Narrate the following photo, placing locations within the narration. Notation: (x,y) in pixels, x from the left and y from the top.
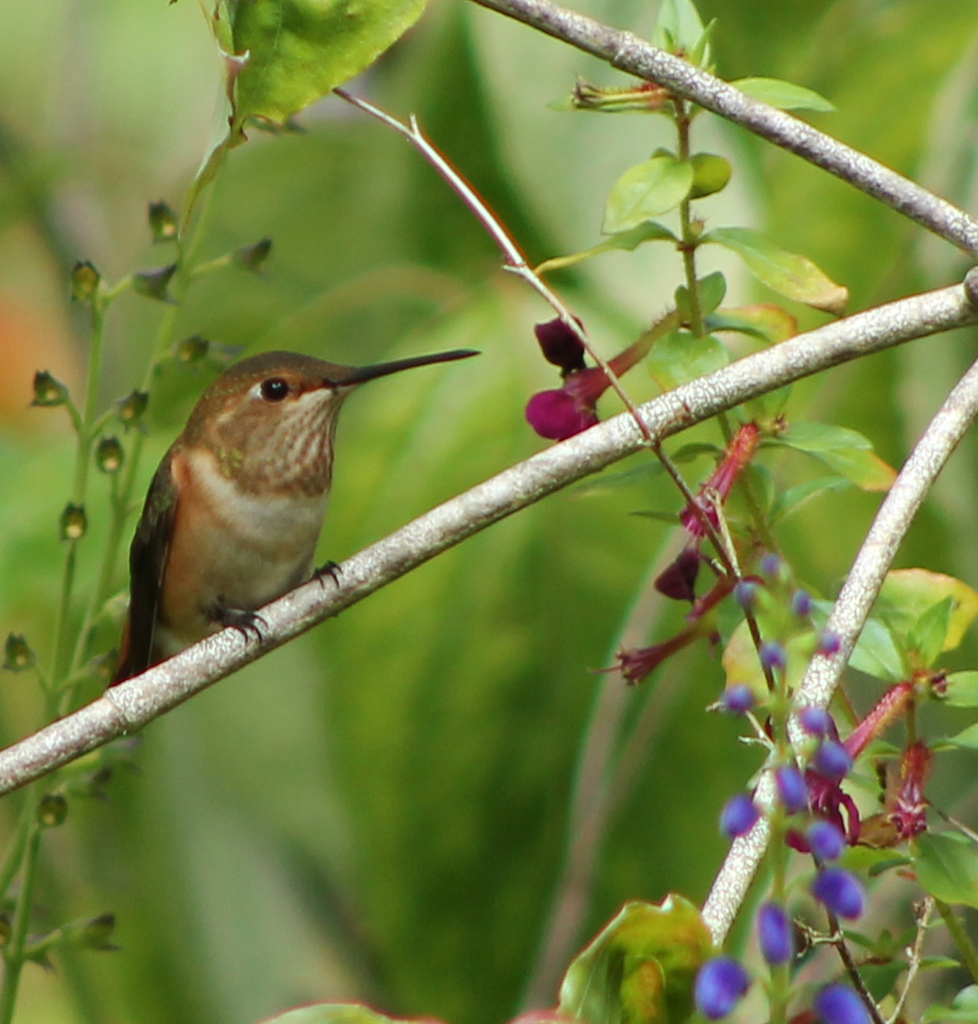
In the picture I can see a bird (269,456) on the plant stem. The background of the image (96,38) is blurred, which is in green color.
